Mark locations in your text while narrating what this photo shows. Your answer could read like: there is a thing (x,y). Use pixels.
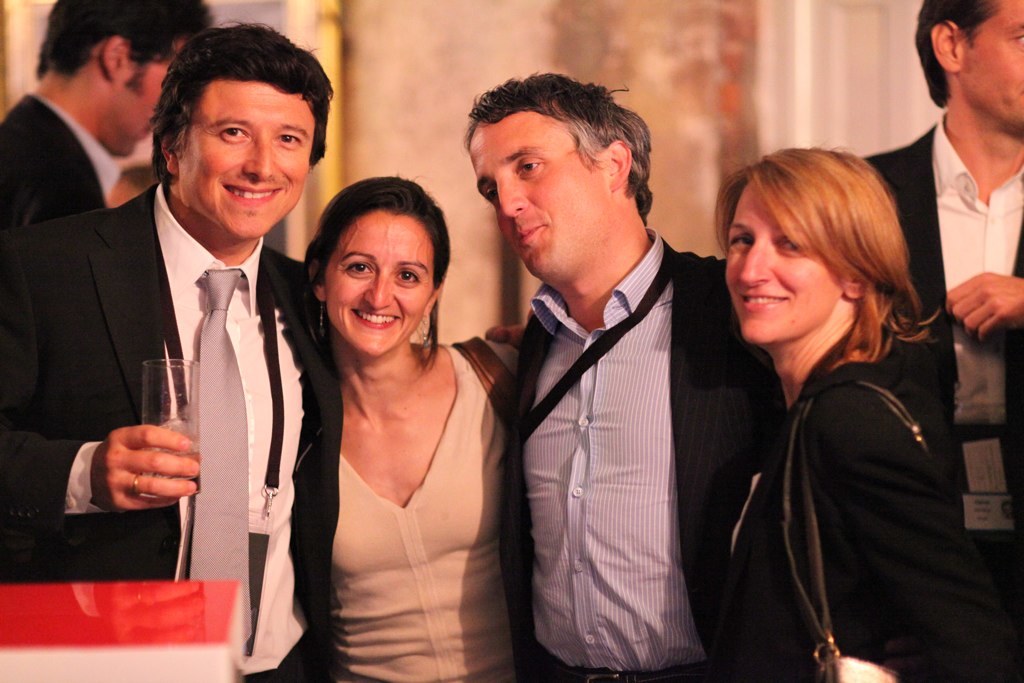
People (210,207) are standing. Men (206,242) are wearing suits (683,474). A person (264,465) at the left (264,465) is holding a glass (164,396). The background (836,43) is blurred.
